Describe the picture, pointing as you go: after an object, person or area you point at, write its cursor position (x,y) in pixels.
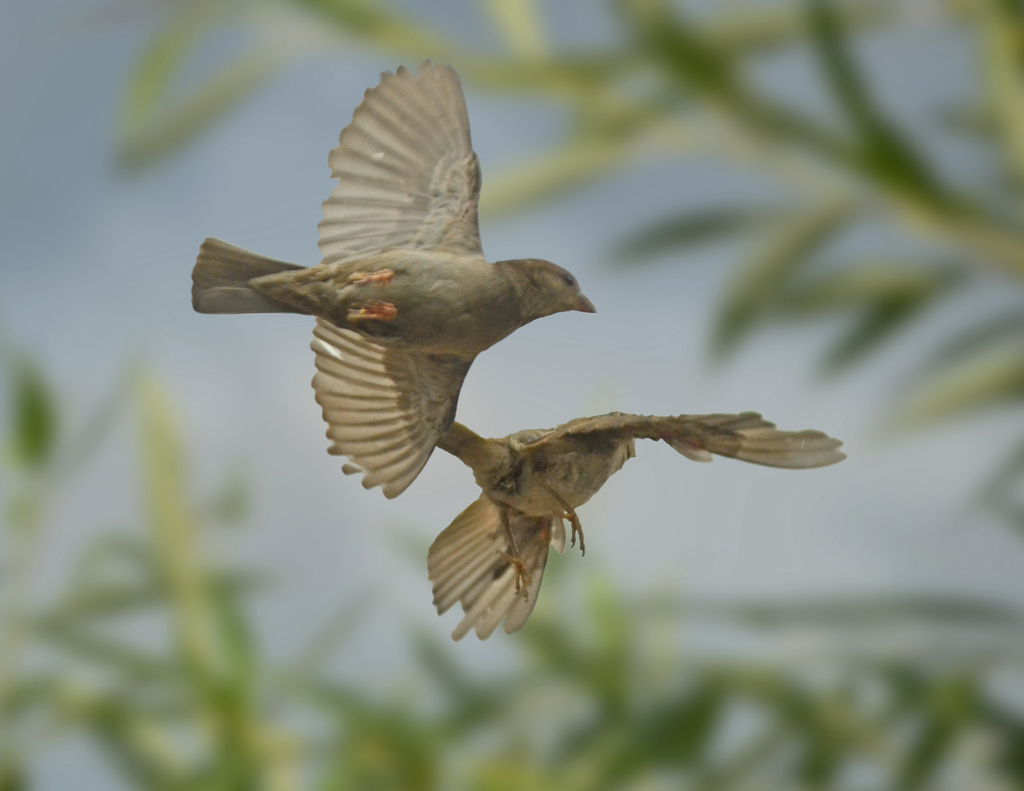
In the picture I can see two birds (511,446) are flying in the air (782,396). In the background (733,332) I can see leaves (786,306). The background of the image (779,355) is blurred.
